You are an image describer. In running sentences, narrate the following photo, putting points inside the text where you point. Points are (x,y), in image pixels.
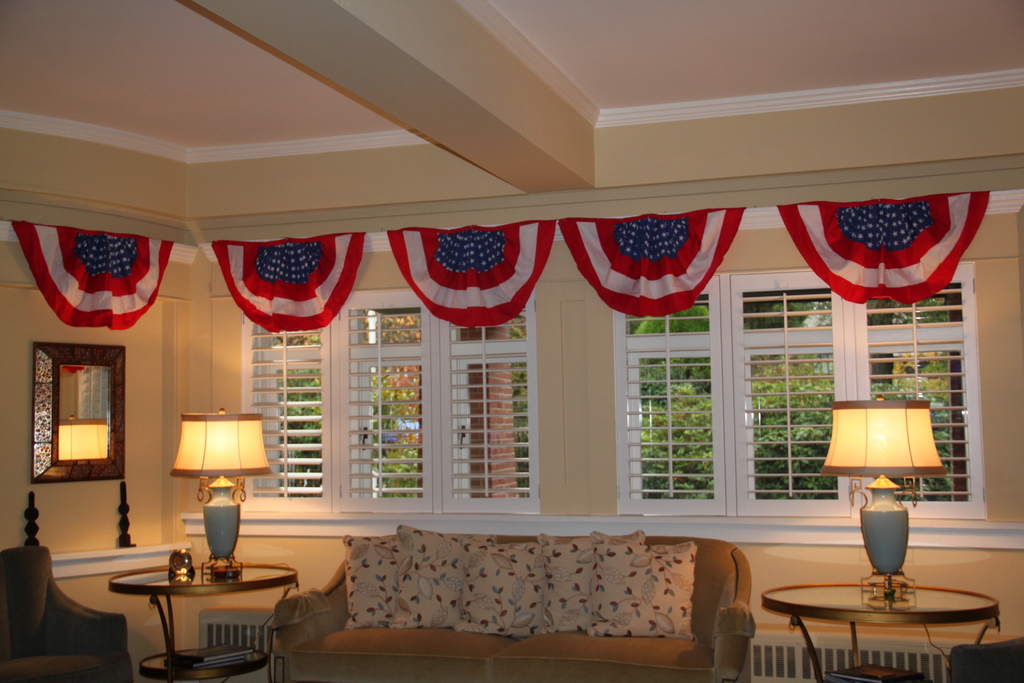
This picture shows an inner view of a house (169,162) we see a sofa (442,661) and pillows (425,618) on it and we see a chair (85,613) and a couple of lamps (183,476) on the tables (993,614) and we see two windows (531,503) and from the windows (448,421) we see trees (317,370) and few cotton cloths (736,226) on the top (929,217) and we see a mirror (69,354) to the left (47,477).
